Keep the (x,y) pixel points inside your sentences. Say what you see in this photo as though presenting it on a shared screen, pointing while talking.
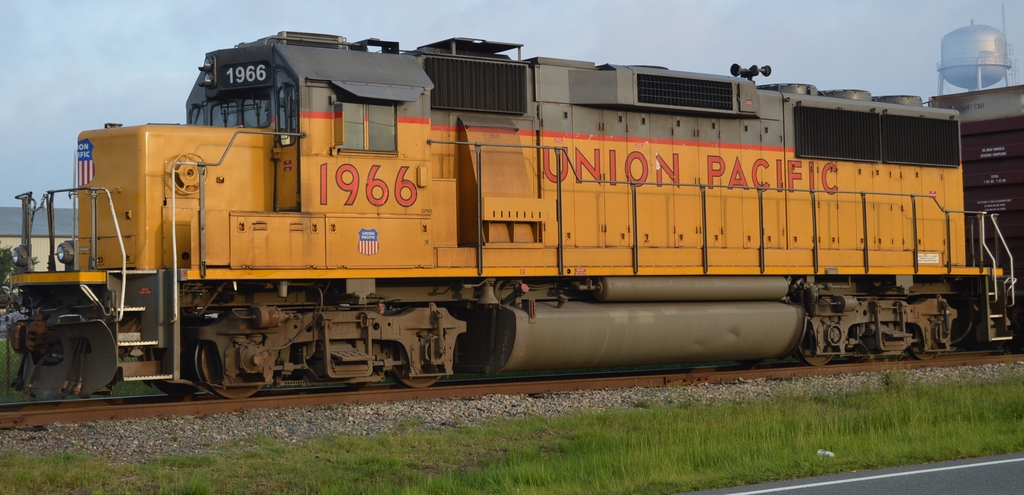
In this image we can see the train (742,172) and some text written on it, there is a grass (869,432), road (835,481), fencing (11,371), shed (41,256), at the top (44,98) we can see the sky (93,71), top right corner (957,51) there is an object (970,58).
